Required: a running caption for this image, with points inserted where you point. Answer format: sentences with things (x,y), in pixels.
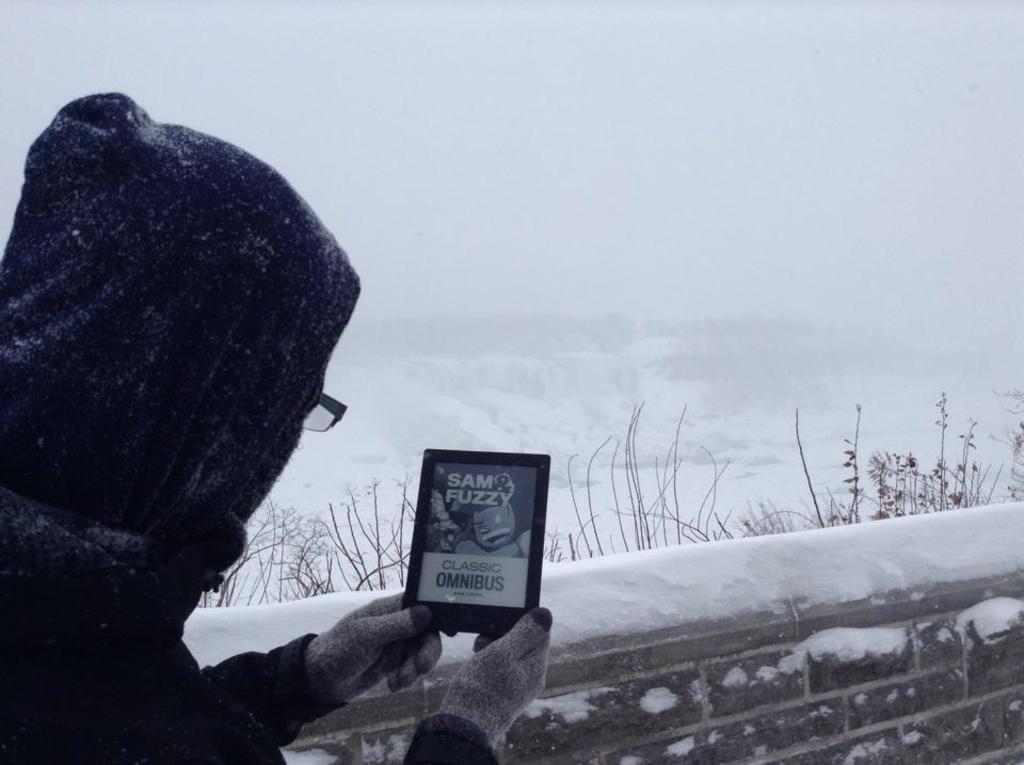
This picture is clicked outside. On the left (203,403) we can see a person (88,522) wearing a hoodie (218,700), gloves (382,651) and holding an object (469,625). In the background (808,537) we can see the plants (821,522), lot of snow (769,439) and some other objects (743,667).
